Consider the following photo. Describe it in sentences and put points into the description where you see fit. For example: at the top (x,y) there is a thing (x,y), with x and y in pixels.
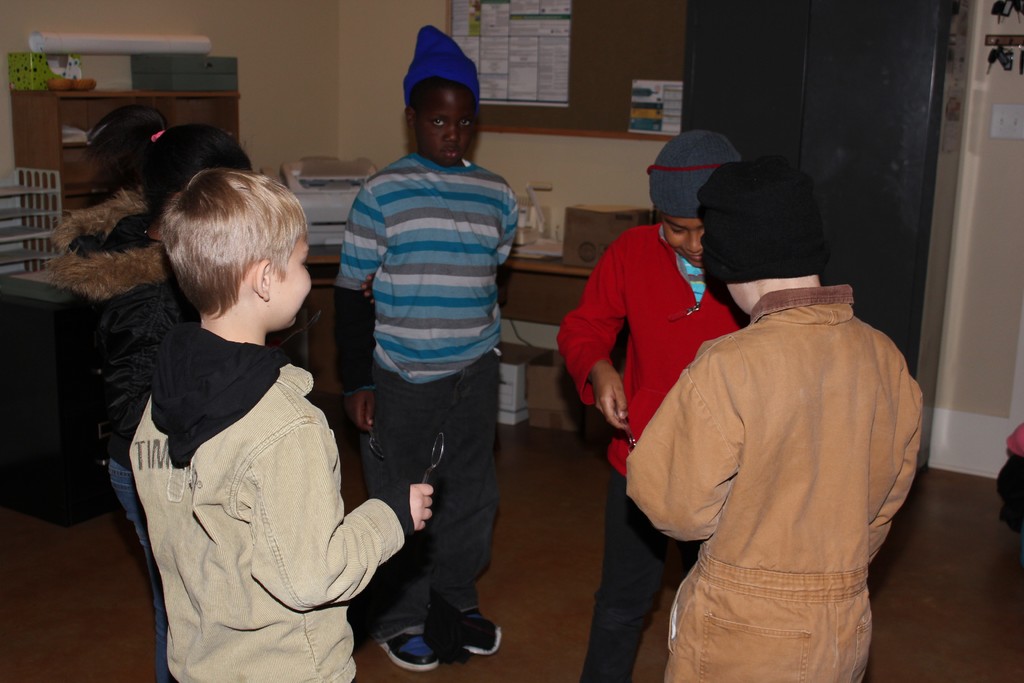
In the center of the image (381,250) we can see five kids (630,410) and they are in different costumes (609,518). Among them, we can see three persons (460,76) are wearing hats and two kids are smiling. In the background (128,31) there is a wall (520,137), table (570,271), cupboard (854,257), white chart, board (505,133), boxes (589,235), shelves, posters (673,126), one switchboard (999,119) and a few other objects (12,68).
